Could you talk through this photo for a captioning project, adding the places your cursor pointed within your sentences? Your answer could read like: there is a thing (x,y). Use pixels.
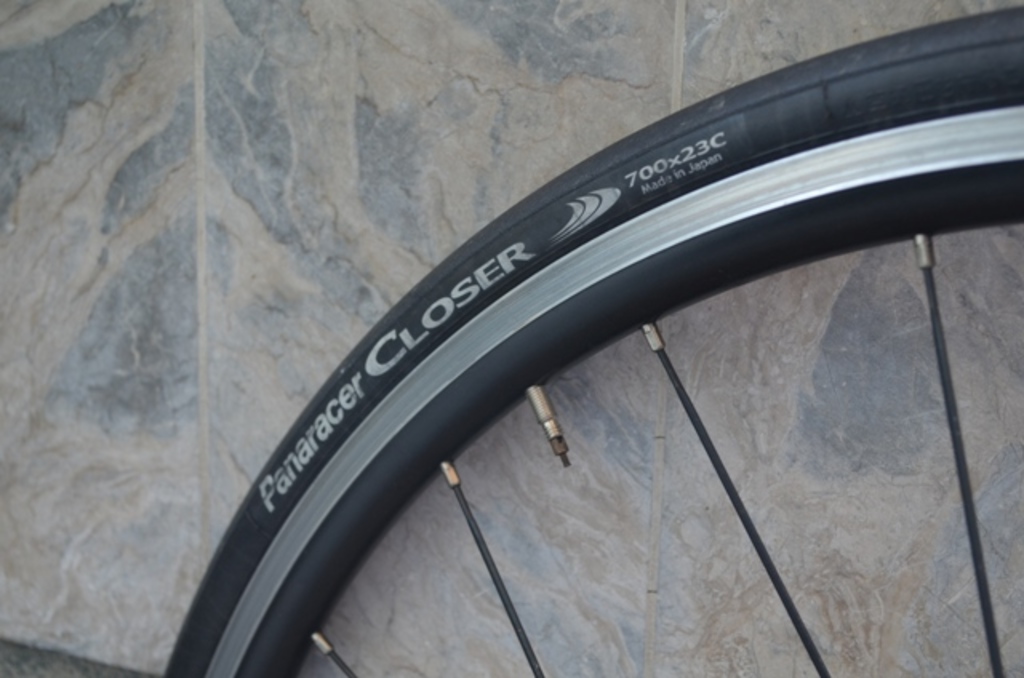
In this picture we can see a wheel (655,315) and we can find some text (413,346) on it.
